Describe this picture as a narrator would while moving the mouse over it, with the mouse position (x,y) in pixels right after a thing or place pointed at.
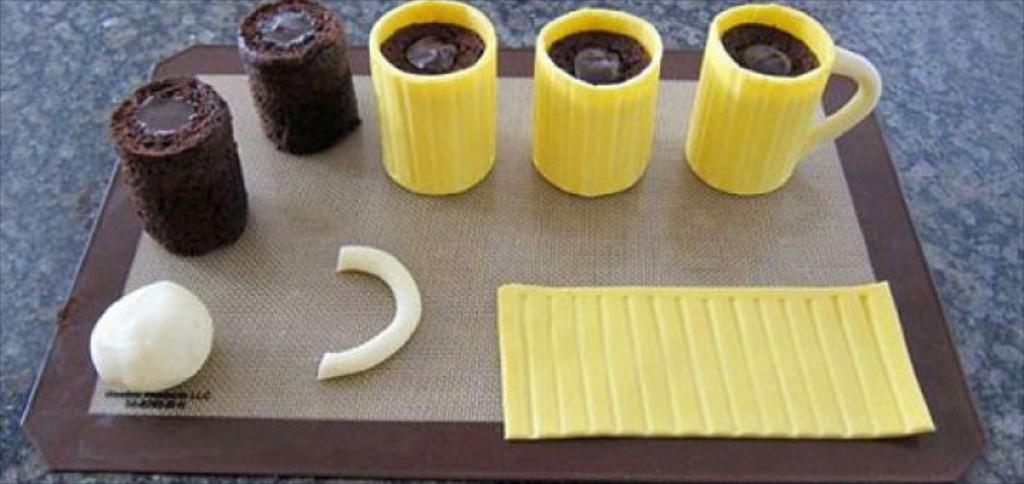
Here we can see a cup (812,30) and some objects (305,129) on the table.
